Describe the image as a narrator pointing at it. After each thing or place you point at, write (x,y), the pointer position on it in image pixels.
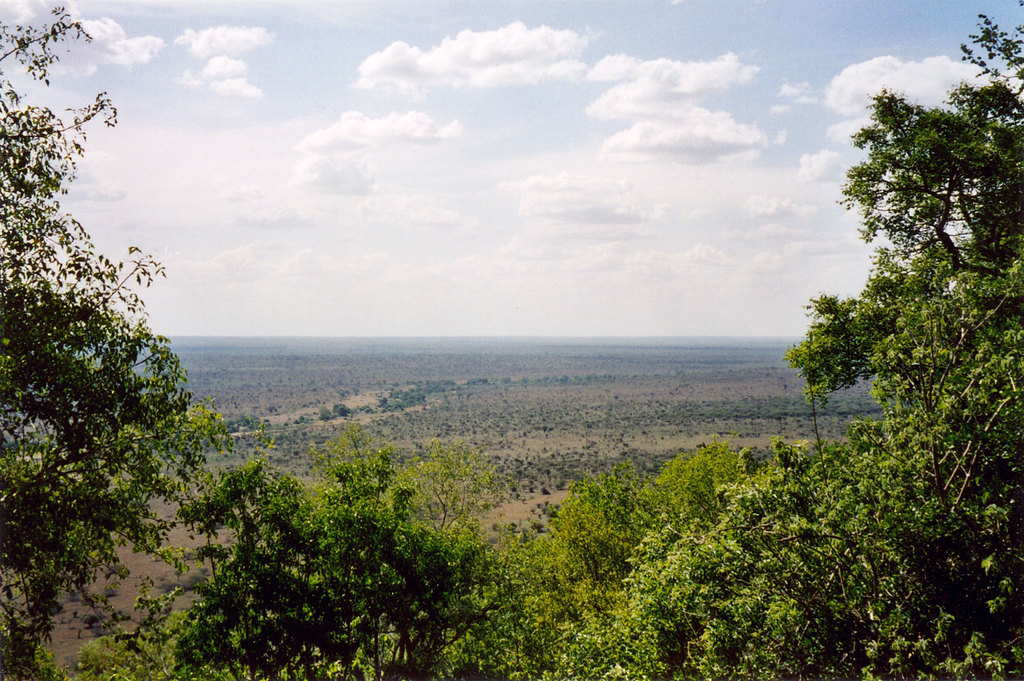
In this picture I can see the savanna (195,396), trees (928,549), plants (252,429), grass (91,562) and open land (456,397). At the top (529,178) I can see the sky (429,140) and clouds (427,120).
